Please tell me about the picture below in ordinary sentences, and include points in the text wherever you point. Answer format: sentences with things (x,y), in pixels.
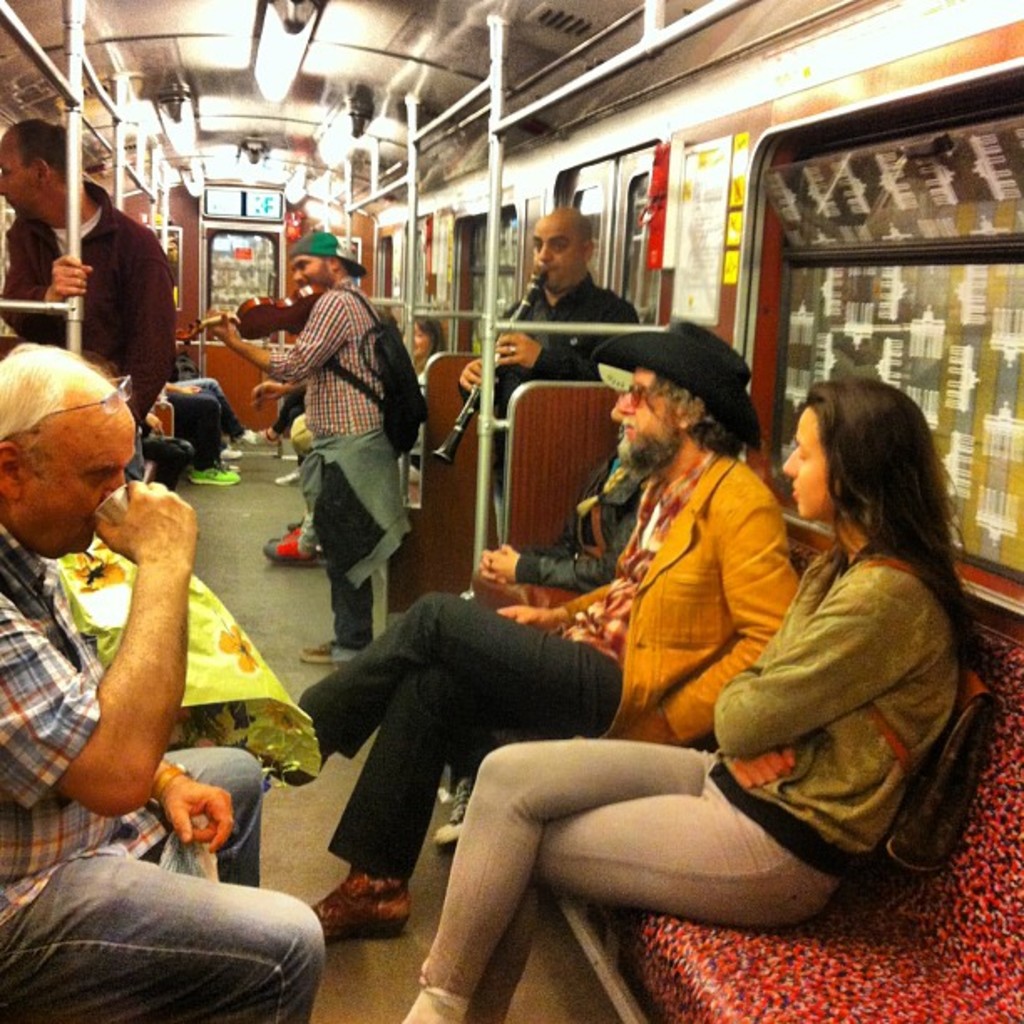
In this picture, it seems to be the picture is captured inside a train (2,271), in which there are people (442,664) those who are sitting on the right (690,674) and left side of the image (131,914), there are lamps (272,10) at the top side of the image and there is a man (373,320) who is standing in the center of the image (360,414), he is playing a violin (289,322) in the image.
